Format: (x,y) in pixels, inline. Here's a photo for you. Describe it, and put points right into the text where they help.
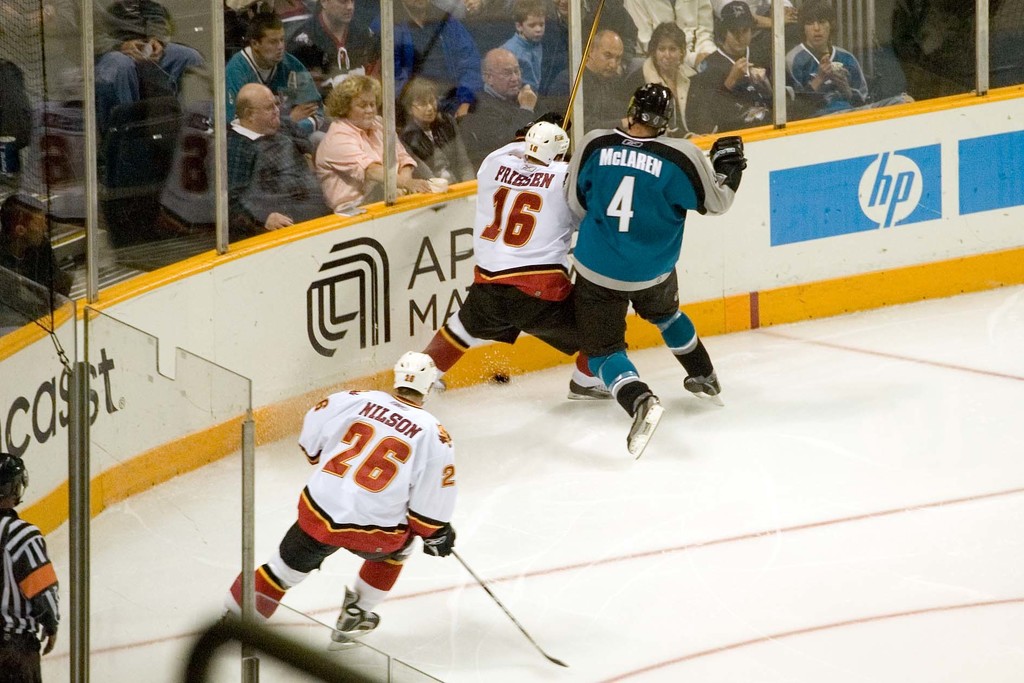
In this picture there is a man (534,195) who is wearing sixteen number jersey (529,201), helmet (548,135), short (530,328) and shoe (584,396). Beside him we can see another man (639,252) who is wearing blue jersey (665,224), gloves (735,160), helmet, trouser (589,318) and standing near to the windows (373,190). At the top (814,31) we can see audience (129,71) sitting on the chair (125,117) and watching the game. At the bottom (402,502) there is another man (403,501) who is wearing twenty six number jersey (432,470) and holding a stick (562,662). In the bottom left corner (28,648) there is an umpire (24,665) was standing behind the glass (123,558). On the right (888,263) we can see the companies advertisement board (878,188).
